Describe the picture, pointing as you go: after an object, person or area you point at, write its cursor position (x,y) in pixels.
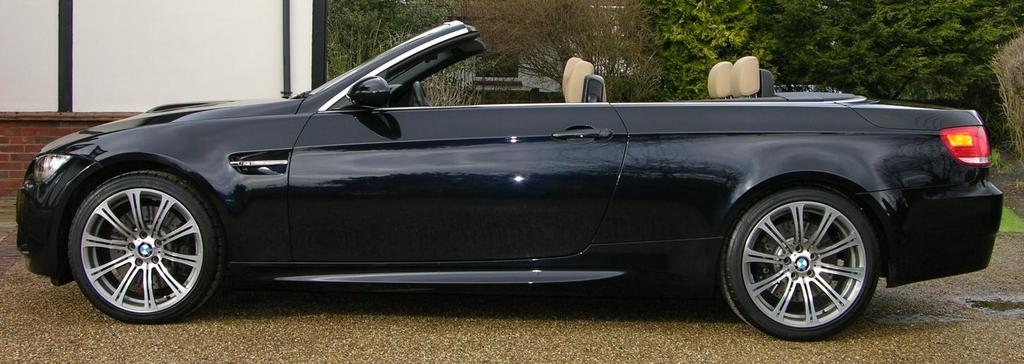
In this image we can see one black car (313,117) near to the wall (242,49), one house (522,76) behind the trees (607,53), some poles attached to the white wall (235,37), some trees (1009,16), bushes (619,70), plants (998,154) and grass (1007,220) on the ground (749,350).
